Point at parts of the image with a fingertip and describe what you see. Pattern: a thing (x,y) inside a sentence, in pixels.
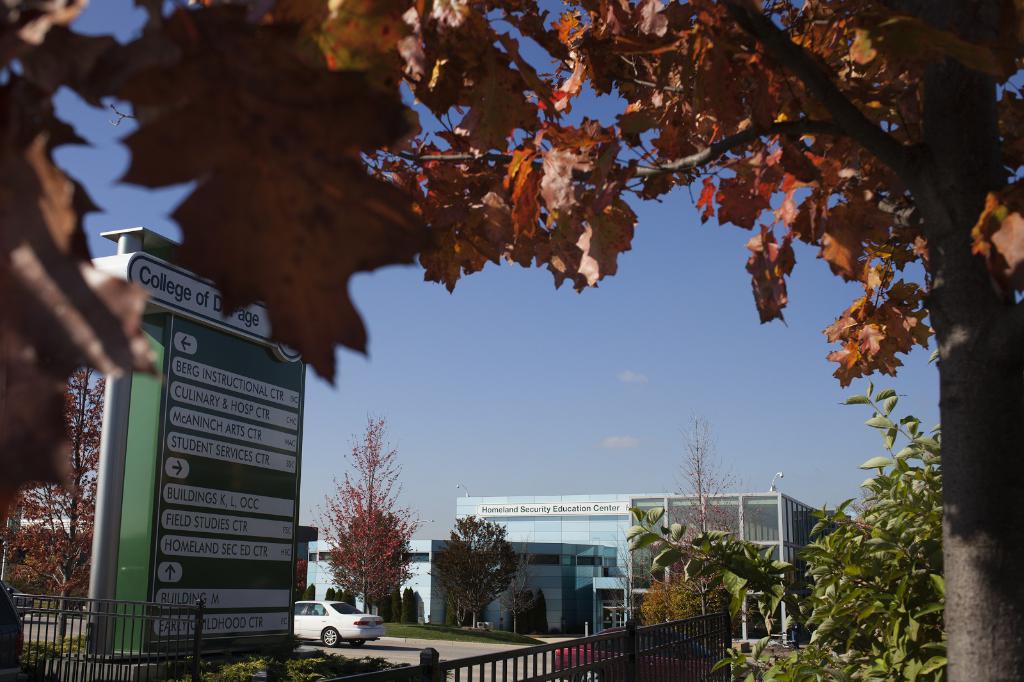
In the image we can see the building (531,571) and a vehicle (354,621) on the road (422,643). Here we can see fence (200,650), board (215,518), text (207,445) on the board (224,446), leaves (781,585), trees (51,536) and pale blue sky (435,420).
